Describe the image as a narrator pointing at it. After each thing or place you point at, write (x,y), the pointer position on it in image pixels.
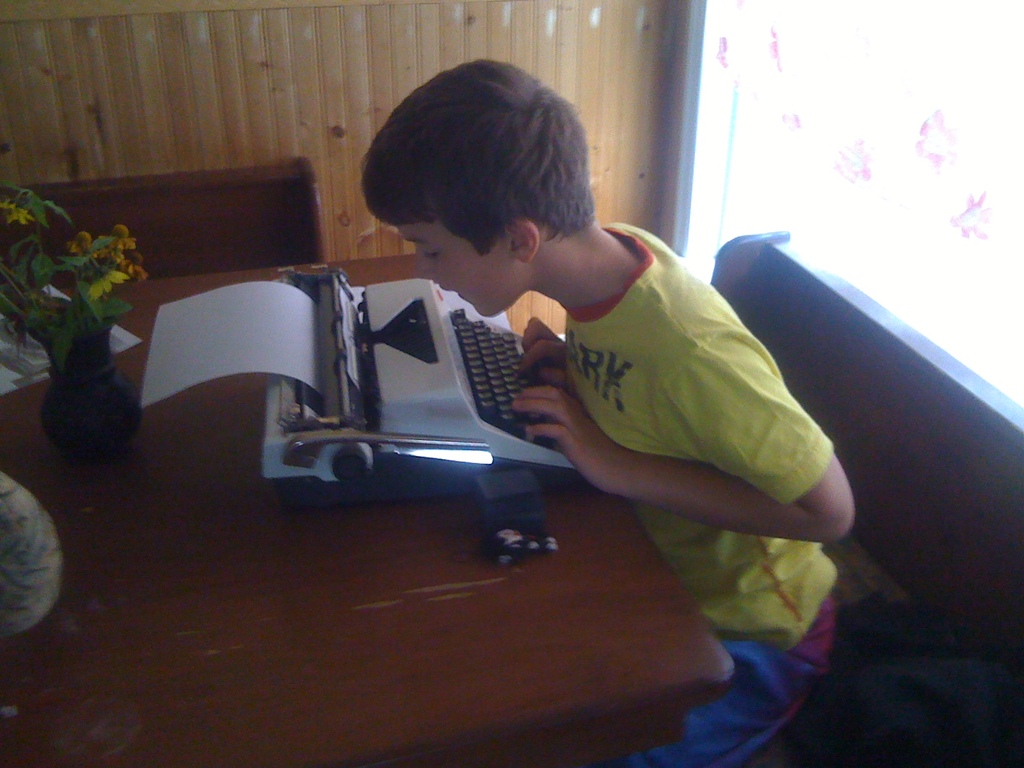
In this image, There is a table (527,724) which is in brown color on that table (305,544) there is a typewriter (432,414) which is in white and black color, There is a boy (731,504) sitting on the chair (904,503), In the background (658,138) there is yellow color wall (231,68), on the table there is a flower box (86,401).
